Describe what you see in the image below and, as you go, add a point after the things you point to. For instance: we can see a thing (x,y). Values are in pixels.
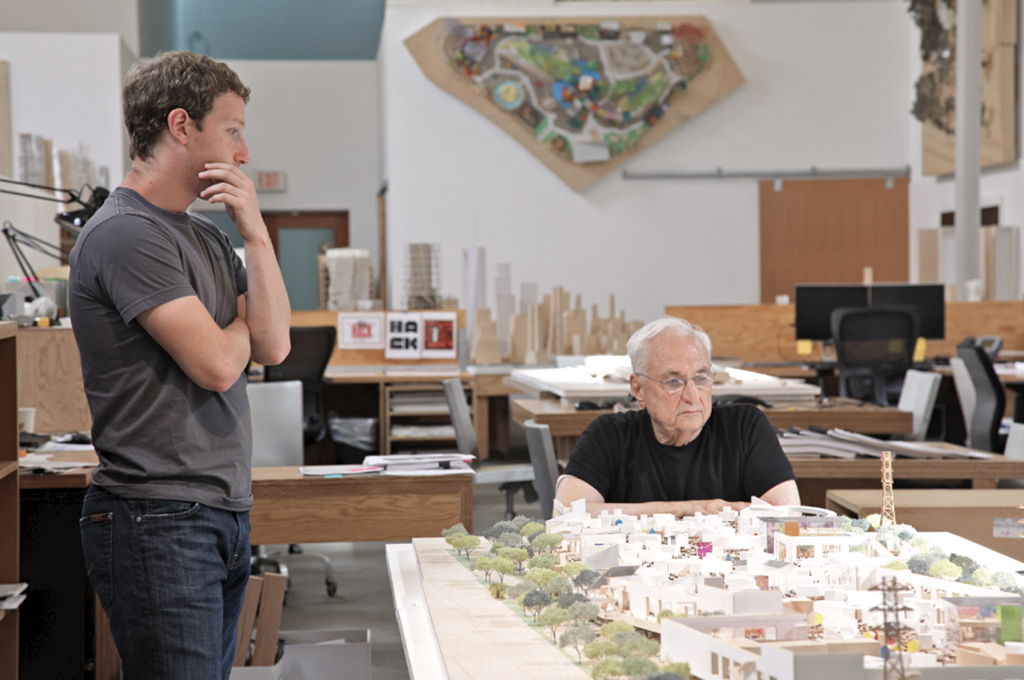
On the right side of the image (687,512) we can see person (638,423) sitting at the table (434,630). On the table (570,678) we can see map (607,573). On the left side of the image (145,388) we can see person (149,498) standing on the floor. In the background (73,481) we can see tables (1015,461), monitors (817,304), chairs (458,385), books (413,407), lights (55,251), door (302,244), wall (541,245), map (608,105) and wall (379,134).
